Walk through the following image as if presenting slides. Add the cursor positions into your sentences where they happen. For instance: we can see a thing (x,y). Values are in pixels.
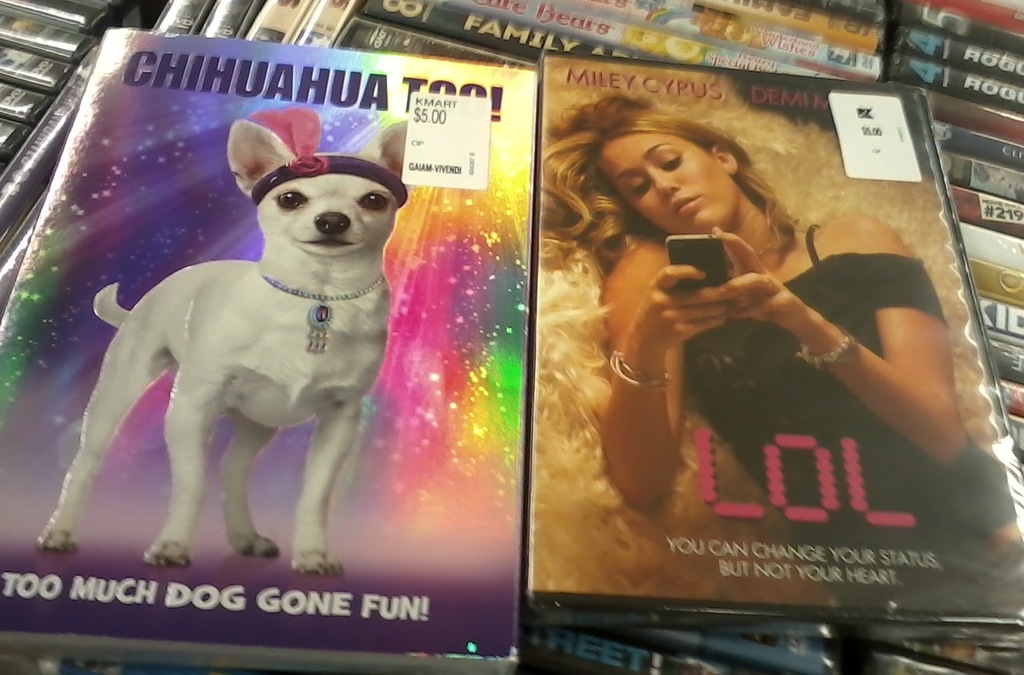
In this picture we can see stickers (487,143), posters (528,154) and on these posters (485,366) we can see a dog (334,274), woman (649,183), mobile (709,248) and some text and in the background (23,65) we can see DVDs (726,51).
